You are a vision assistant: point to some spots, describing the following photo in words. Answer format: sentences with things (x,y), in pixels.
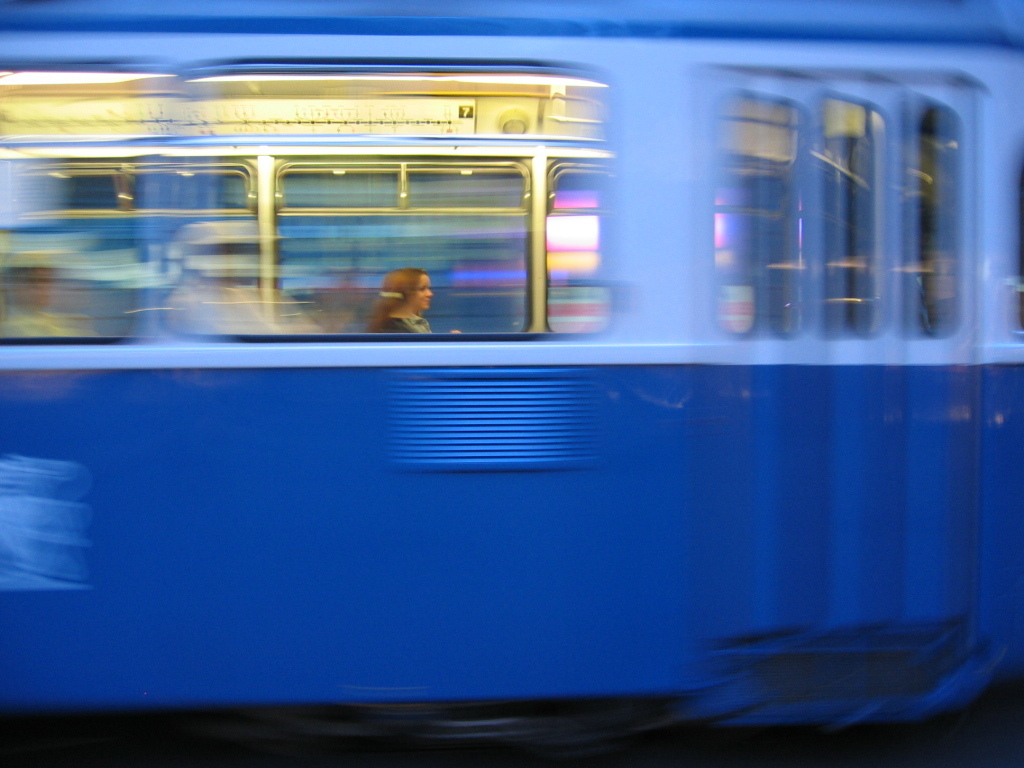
In this image I can see the vehicle (466,547) which is in blue color. There are windows (861,214) to the vehicle (479,115). Inside the vehicle (257,272) I can see the person (388,311).
